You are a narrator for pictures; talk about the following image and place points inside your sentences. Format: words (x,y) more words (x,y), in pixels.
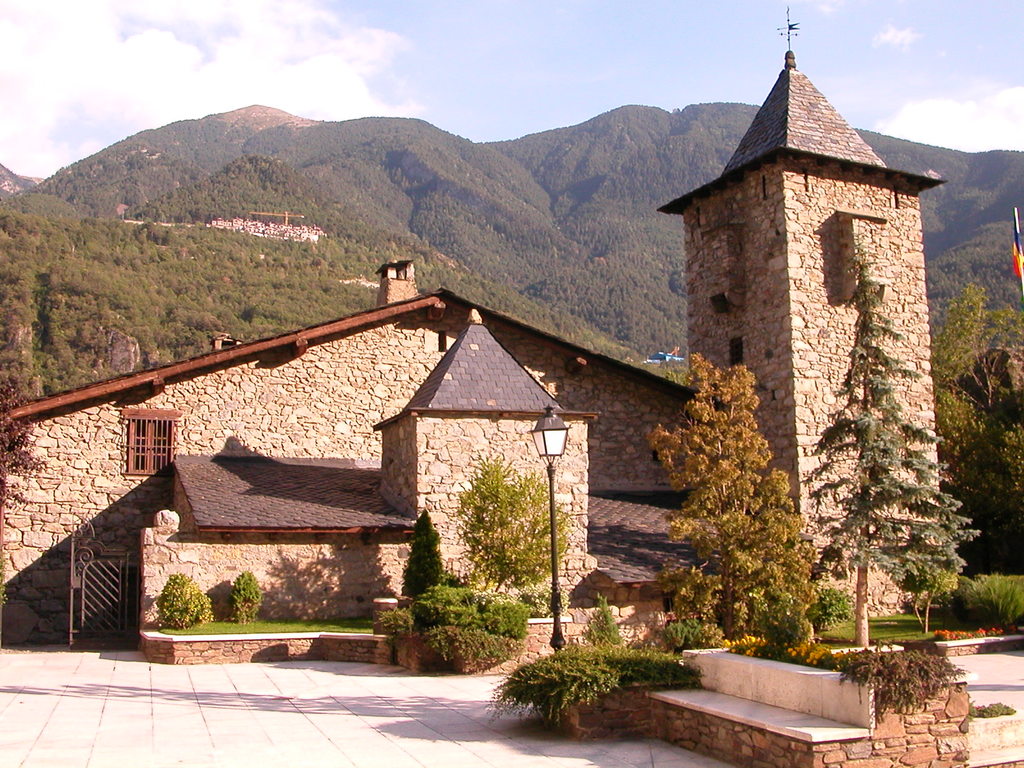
This image consists of a house (404,408) which is in the center (473,465). In the front (535,579) there are trees (781,542), plants (512,617), and there is a bench (763,691) on the wall (779,679) which is white in colour and there is a light pole (552,484). In the background (205,262) there are mountains (274,199) and the sky (592,103) is cloudy.
